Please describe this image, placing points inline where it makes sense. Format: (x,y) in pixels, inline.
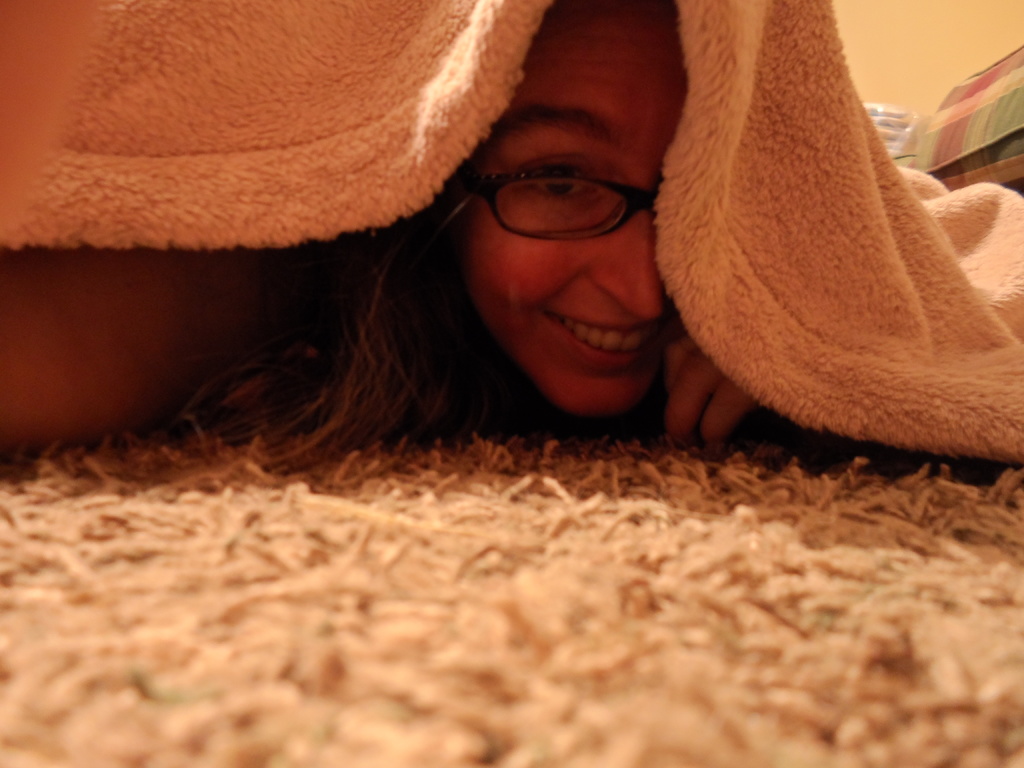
In this image there is a woman (567,388) lying on the carpet (461,622), on the woman (561,302) there is a blanket (858,141). On the right side of the image (929,136) there are a few objects (980,108).
